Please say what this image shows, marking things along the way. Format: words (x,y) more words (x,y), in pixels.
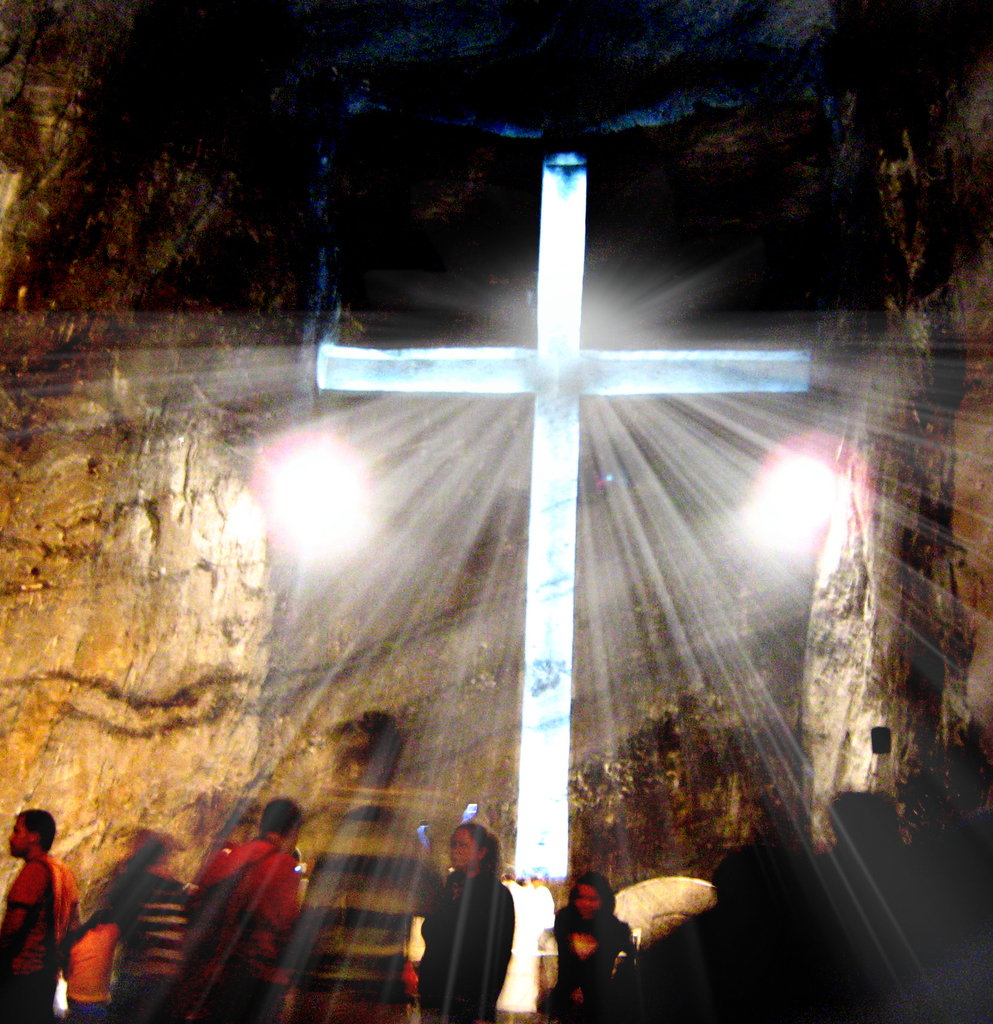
In this image, we can see the interior view of a cave (440,605). We can see a Christian cross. There are a few people (260,925). We can see some lights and objects (657,897).
